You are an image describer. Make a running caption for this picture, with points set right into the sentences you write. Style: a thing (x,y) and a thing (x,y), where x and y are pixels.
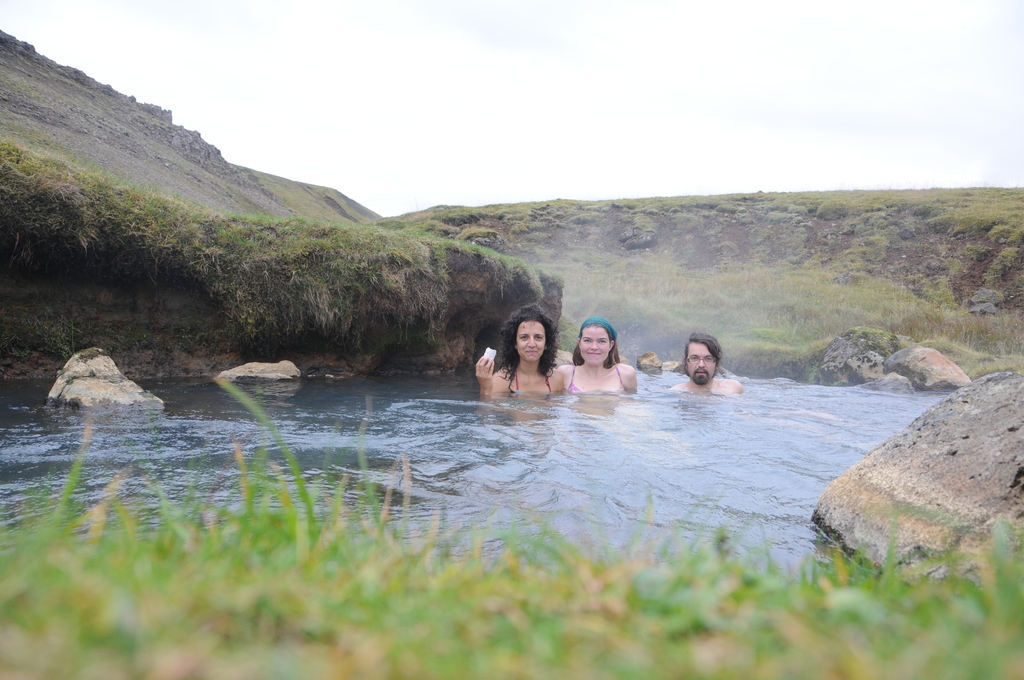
In the background (884,110) we can see the sky (825,102). In this picture we can see a hill (301,197) and tiny plants (656,260). We can see a man (709,383) wearing spectacles (707,361) and the women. We can see a woman (554,358) on the left side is holding something in her hand (486,370). At the bottom portion (676,478) of the picture we can see the water (546,456) and the green grass (535,630).
